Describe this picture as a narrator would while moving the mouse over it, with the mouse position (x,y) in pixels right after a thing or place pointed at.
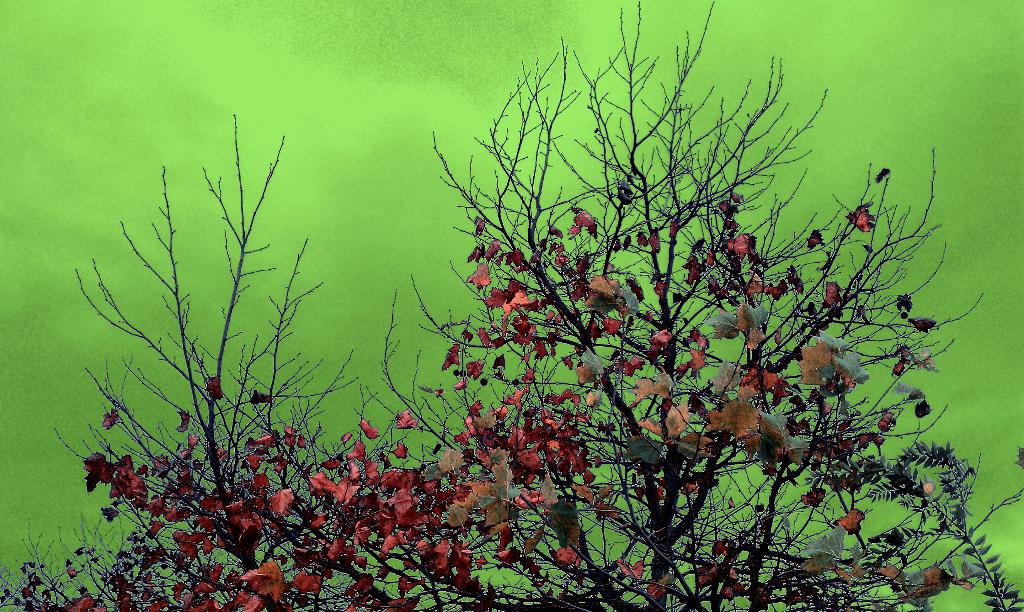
In the image there is a tree (639,384) with stems (655,563), branches (676,590) and leaves (666,580). And there is a green color background (41,488).
